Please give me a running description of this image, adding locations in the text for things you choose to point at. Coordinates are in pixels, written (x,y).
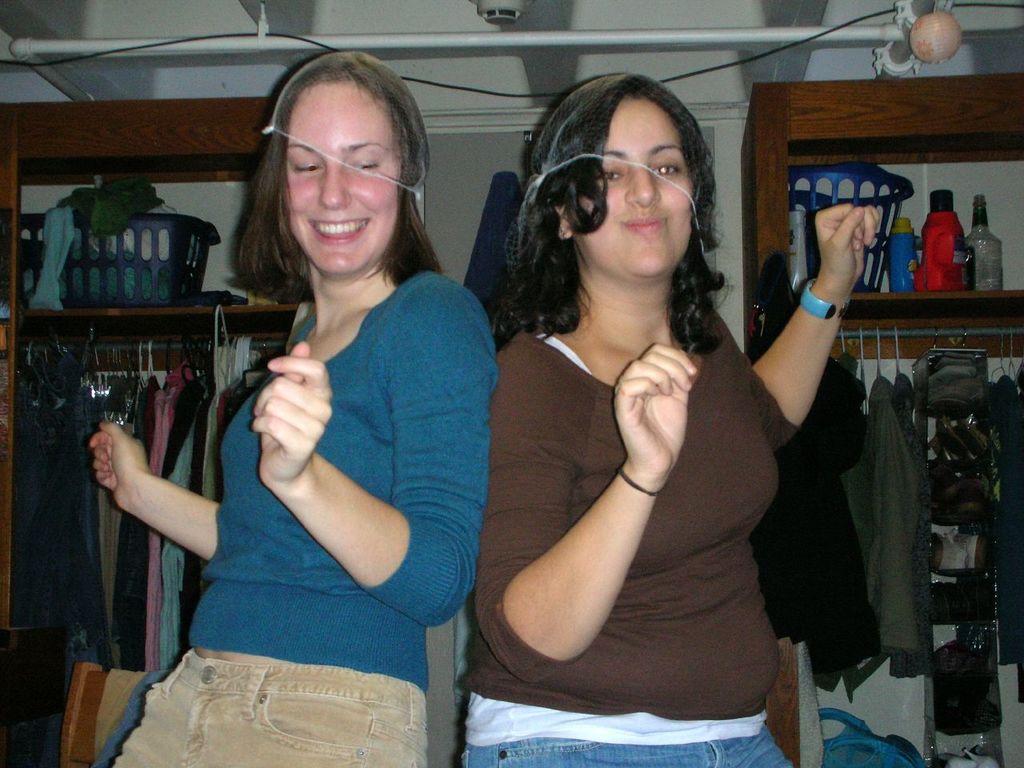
Here we can see two women (363,327) are dancing and both are smiling. In the background (199,441) we can see clothes (140,416) hanging to a pole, basket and other objects (102,202) on the racks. At the top (416,60) there is a pole (397,45), cable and wall (272,11).
